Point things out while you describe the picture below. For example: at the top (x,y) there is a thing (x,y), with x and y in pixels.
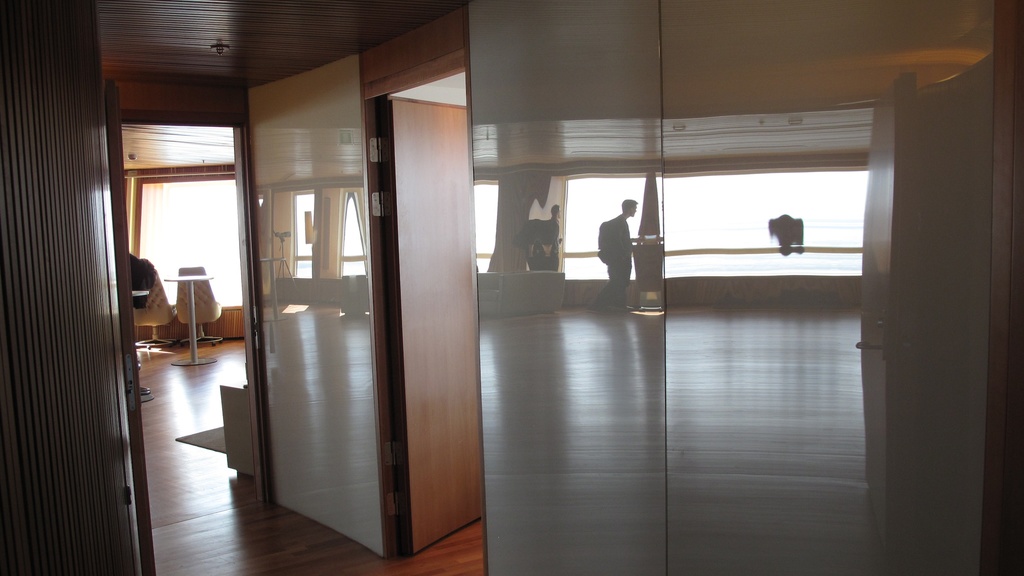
This is inside view picture. Here we can see two chairs (180,314) and a table (192,302) which is white in colour. This is a door (413,403). Here we can see the reflection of a person (628,241) standing.
